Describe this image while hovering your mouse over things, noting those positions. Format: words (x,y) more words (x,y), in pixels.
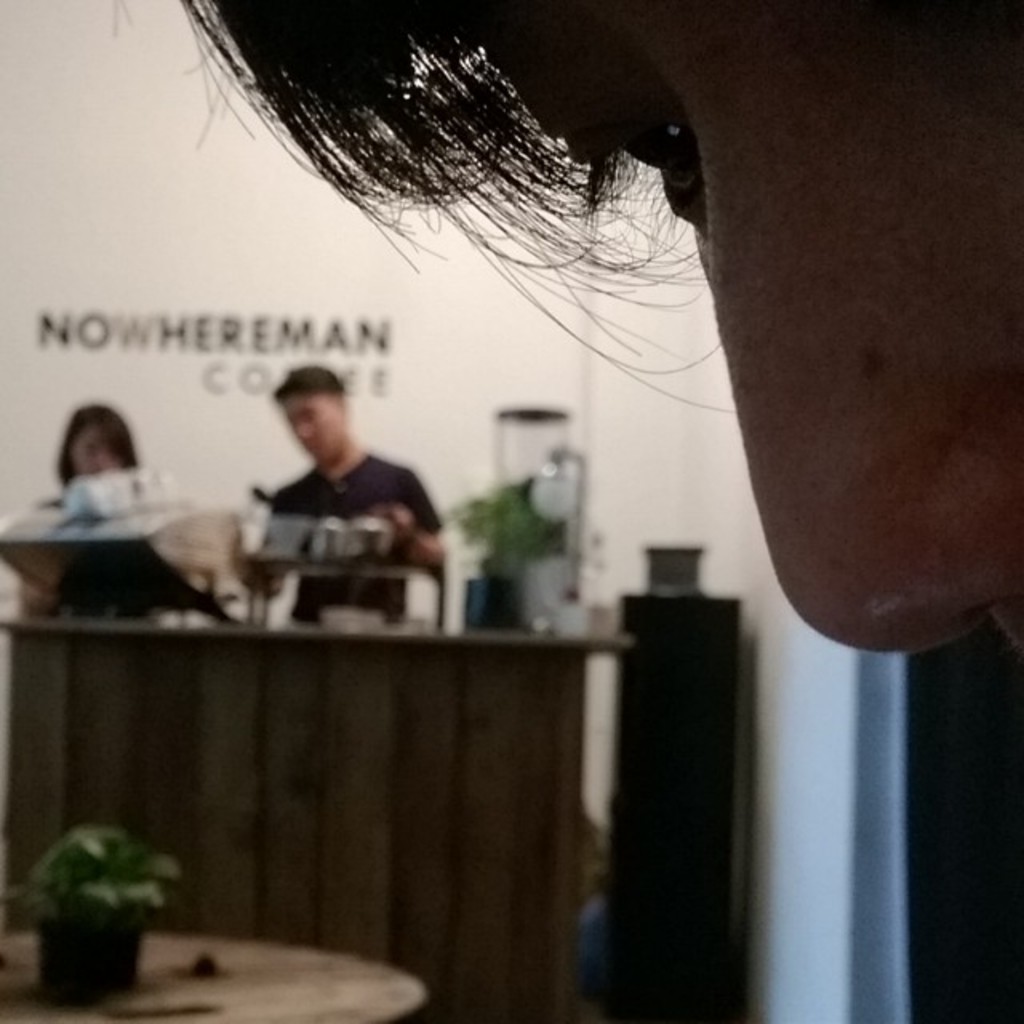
In this picture there is a close up of an eye (655,160), nose (793,455) and hair (413,82) of a human (396,98). In the background (343,508) there are two members (109,443) standing near the table (232,699). There is a plant (64,878) here.
